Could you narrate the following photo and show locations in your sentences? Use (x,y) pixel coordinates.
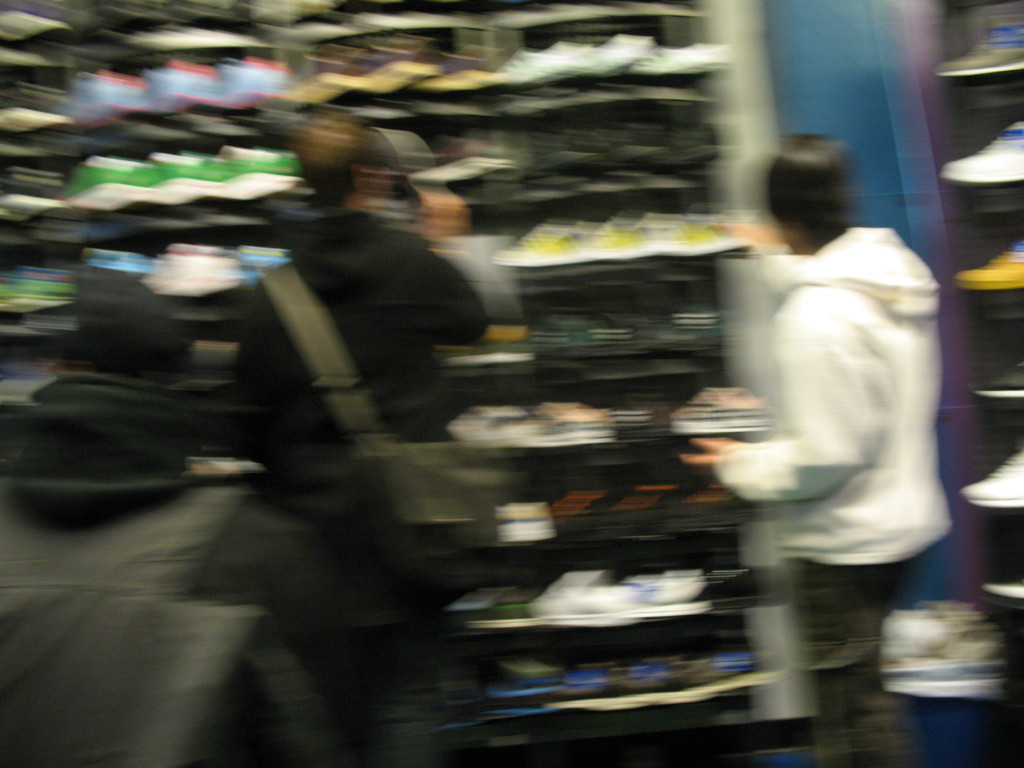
This image consists of some persons (264,307). It looks like a shoe shop (232,332). The image is blurred. To the right (829,456), the person (829,469) is wearing white jacket (833,426). In the back (479,75), there is a rack (121,144) in which many shoes (578,581) are kept.
